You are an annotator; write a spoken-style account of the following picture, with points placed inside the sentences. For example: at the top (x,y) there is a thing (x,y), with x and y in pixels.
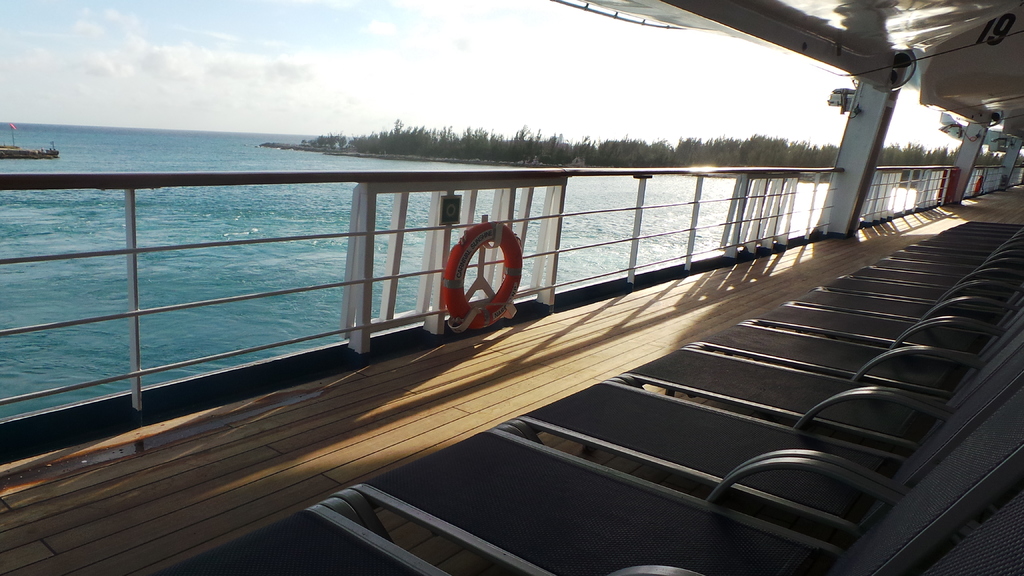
In this picture I can see inflatable safety tubes (980,183), chairs (1004,434) and lights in the ship (447,335), which is on the water (153,274), there is a jetty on the water (324,192), there are trees (473,156), and in the background (592,52) there is sky (544,44).
